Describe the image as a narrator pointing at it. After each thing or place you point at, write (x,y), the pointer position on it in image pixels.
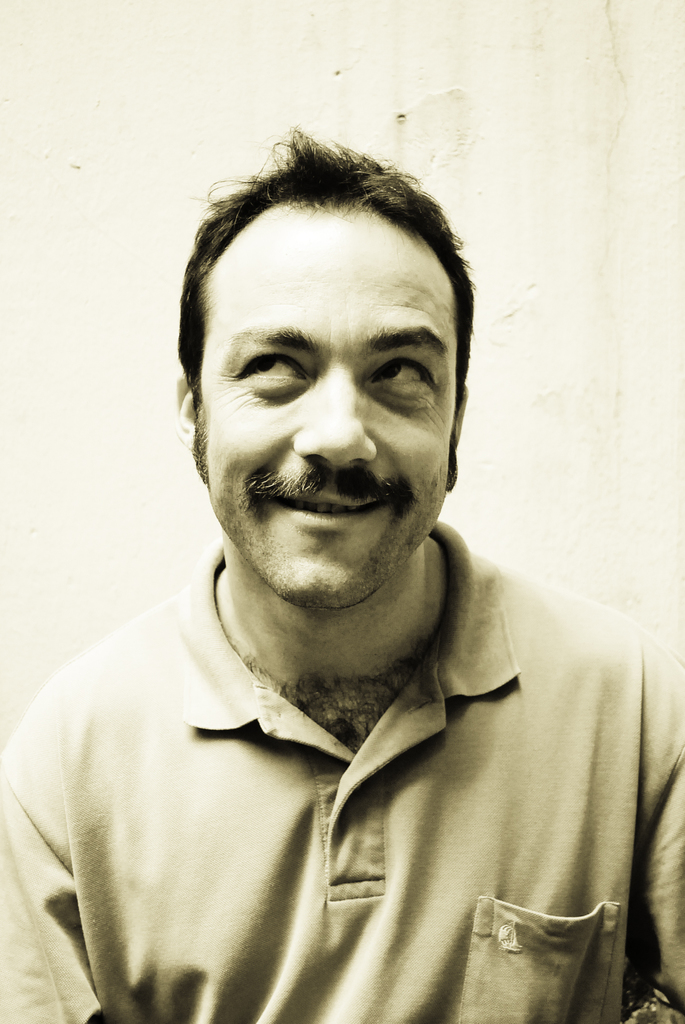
This picture is a black and white image. In this image we can see one man (312,943) with a smiling face (310,308) and there is a white wall (670,230) in the background (206,79).
